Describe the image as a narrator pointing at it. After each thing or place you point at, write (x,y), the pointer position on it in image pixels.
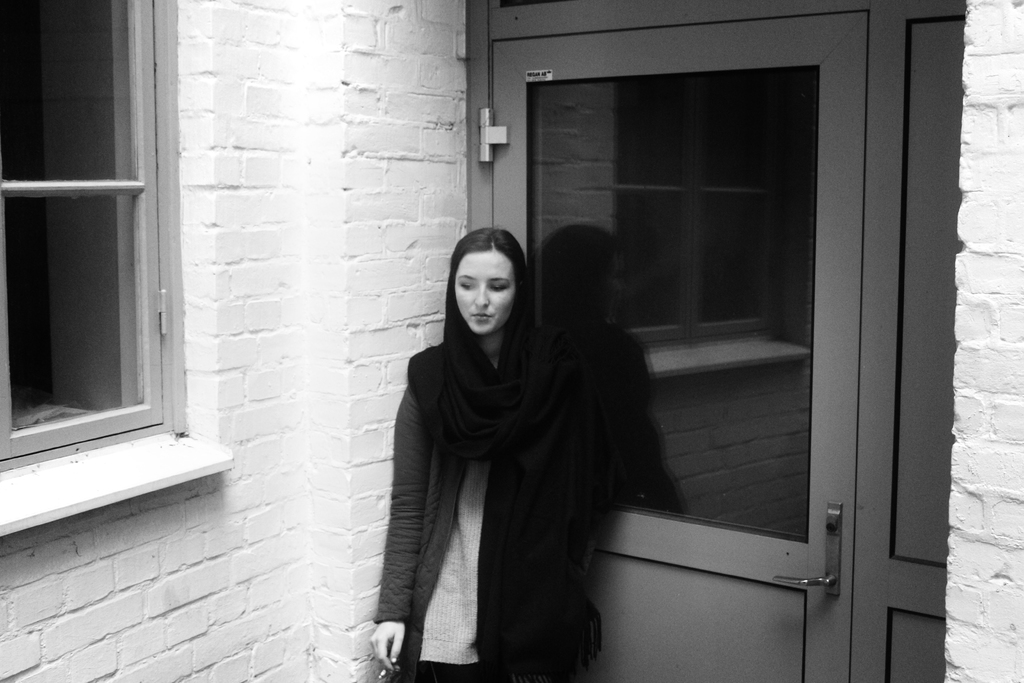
In this picture we can see a woman (467,536) and in the background (218,276) we can see a door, window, wall (215,321).
